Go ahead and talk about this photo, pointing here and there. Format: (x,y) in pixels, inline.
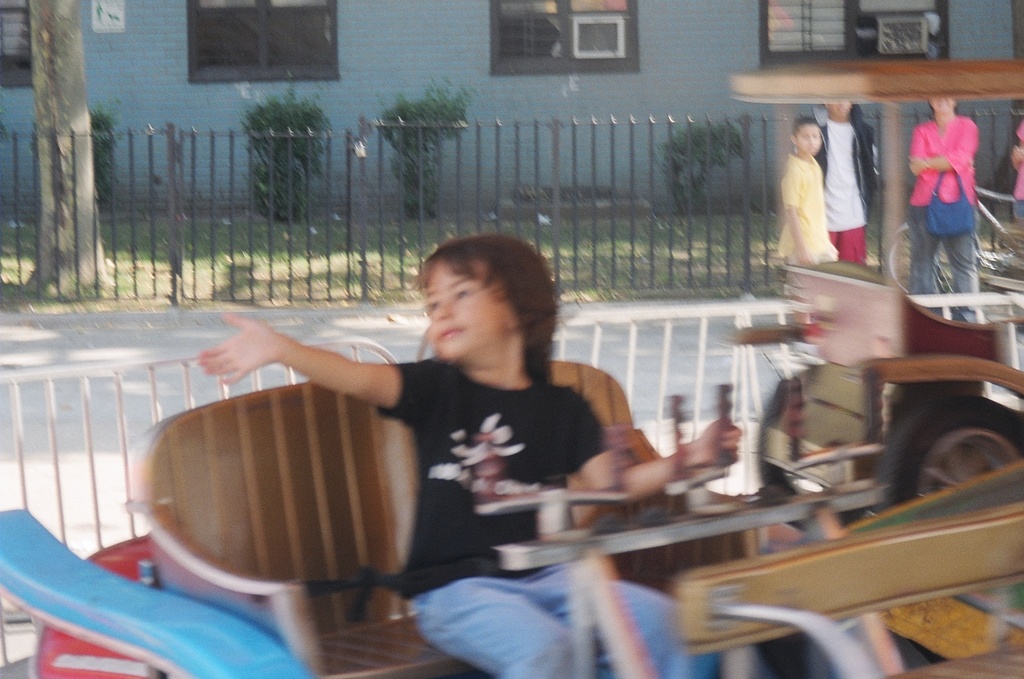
In this picture we can see a girl (539,293) sitting on a chair (375,612), in front of her we can see some objects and in the background (564,242) we can see a fence (574,250), people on the road (622,367), building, tree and plants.
